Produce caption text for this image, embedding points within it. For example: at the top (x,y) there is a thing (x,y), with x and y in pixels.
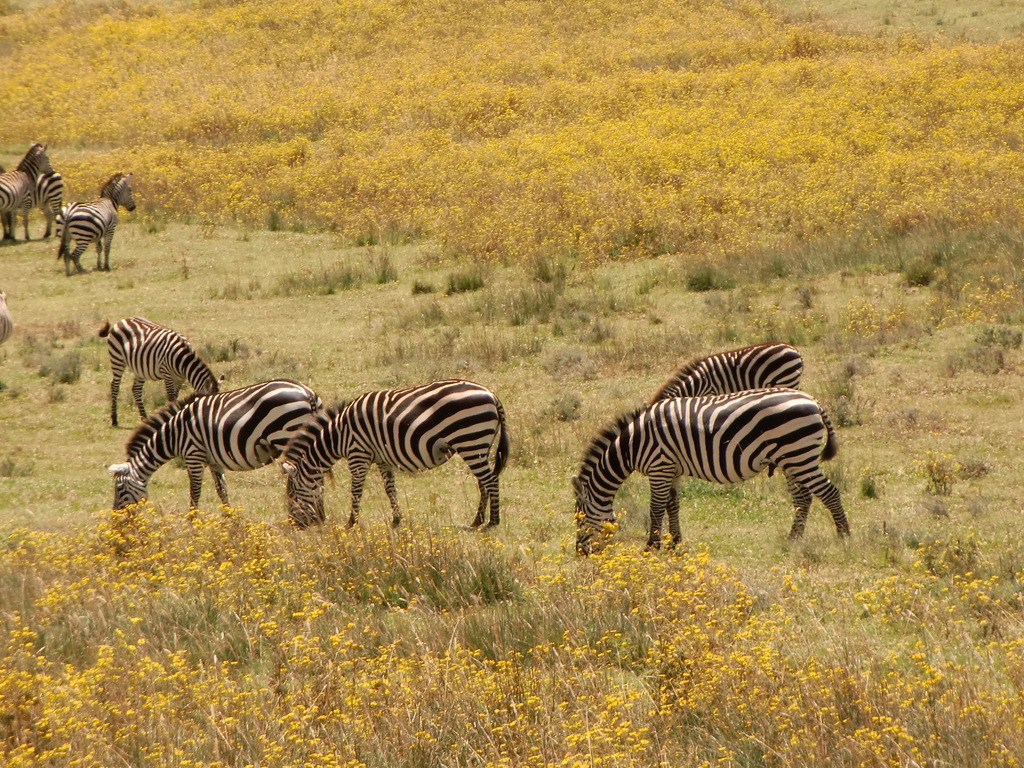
In this picture we can see many zebras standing in a grass field (611,580) covered with flowers (516,153) and bushes (505,191).
